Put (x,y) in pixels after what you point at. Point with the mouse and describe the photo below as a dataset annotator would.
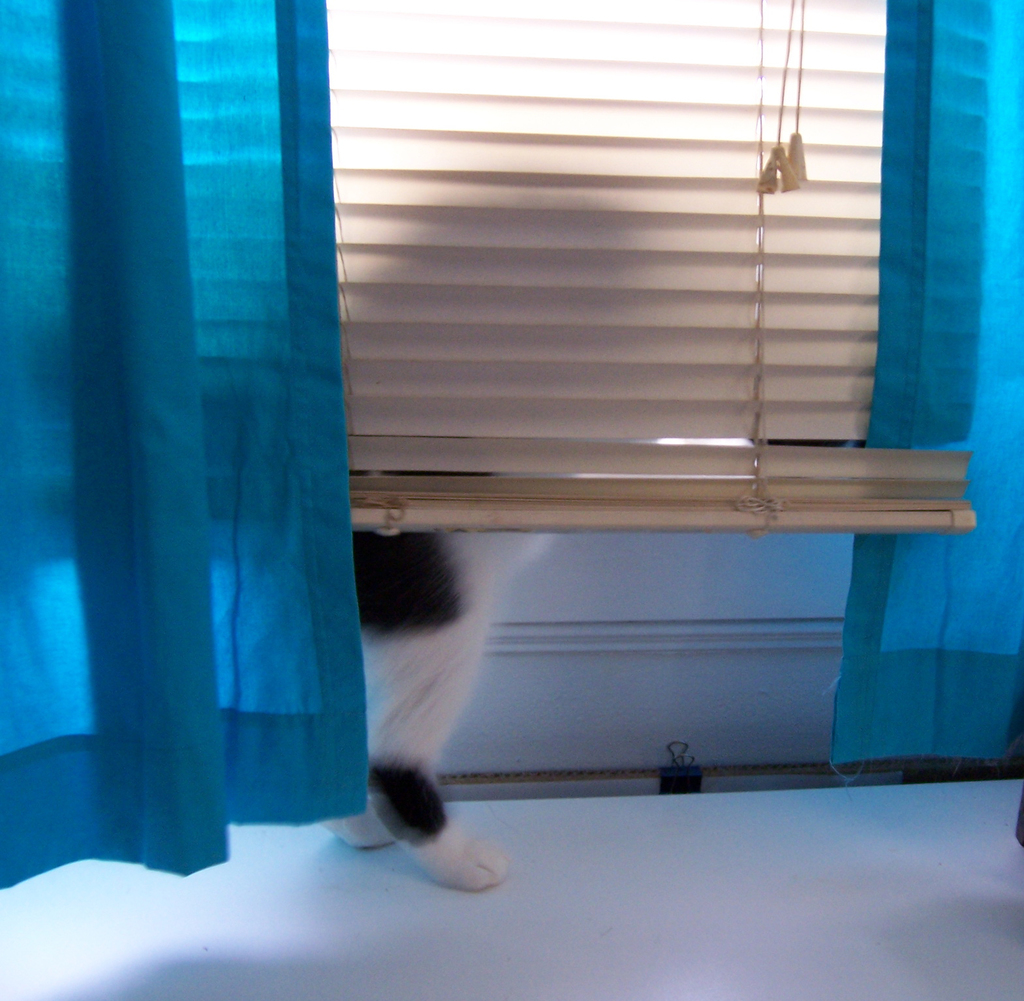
In this image we can see animal legs (415,696), curtains (19,368) and wall (601,610).
